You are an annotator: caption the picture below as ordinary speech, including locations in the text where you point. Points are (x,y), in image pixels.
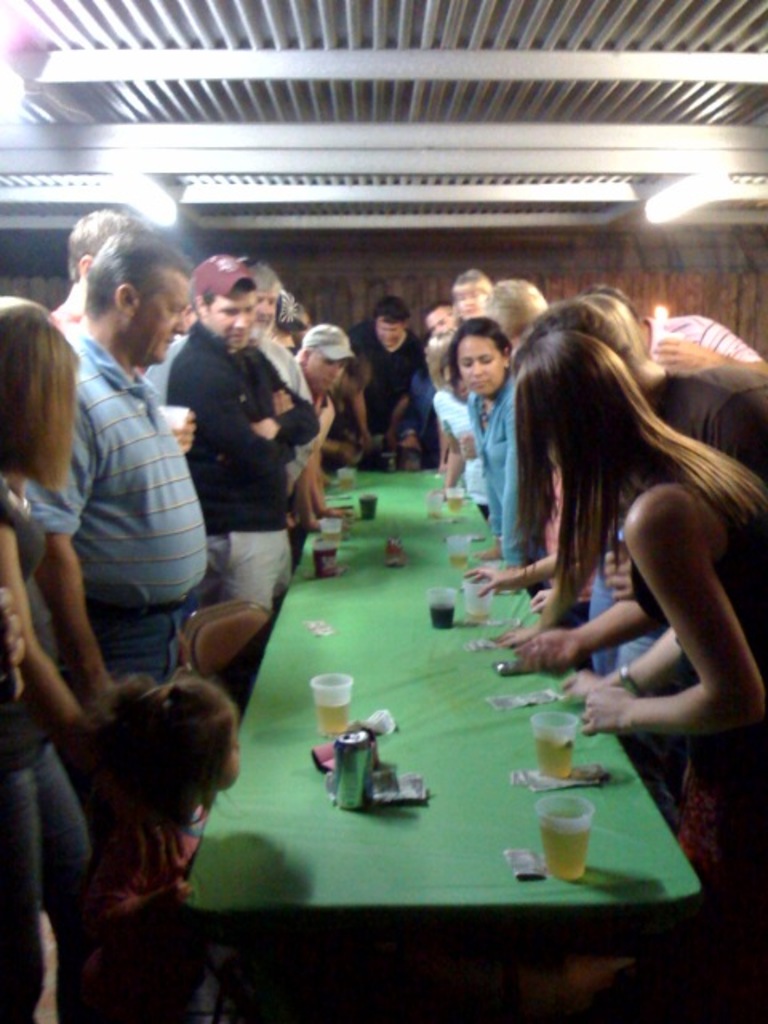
people (683,622) are standing around the table (404,837). on the table (399,860) there are glasses (541,770). on the roof (422,192) there are lights (162,216).
